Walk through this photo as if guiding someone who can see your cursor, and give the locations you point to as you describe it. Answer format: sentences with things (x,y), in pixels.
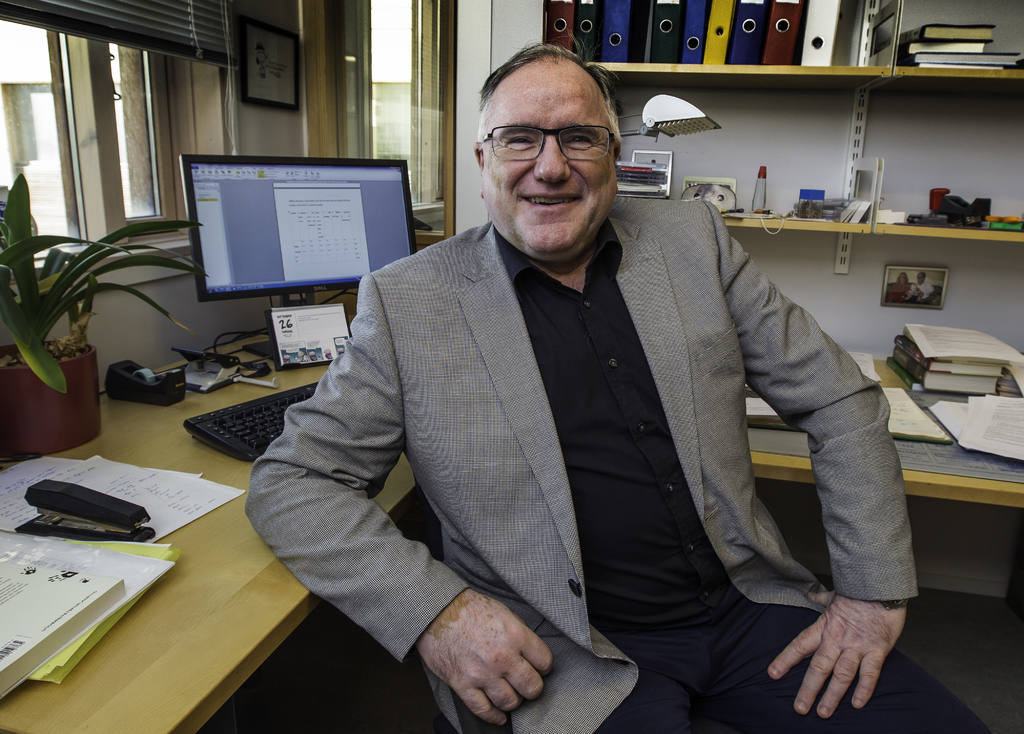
This picture shows a man (567,189) is smiling and is sitting near a monitor (212,228) and he has some files (669,51) kept in the shelf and there also some papers (123,570) on the table (184,613).
